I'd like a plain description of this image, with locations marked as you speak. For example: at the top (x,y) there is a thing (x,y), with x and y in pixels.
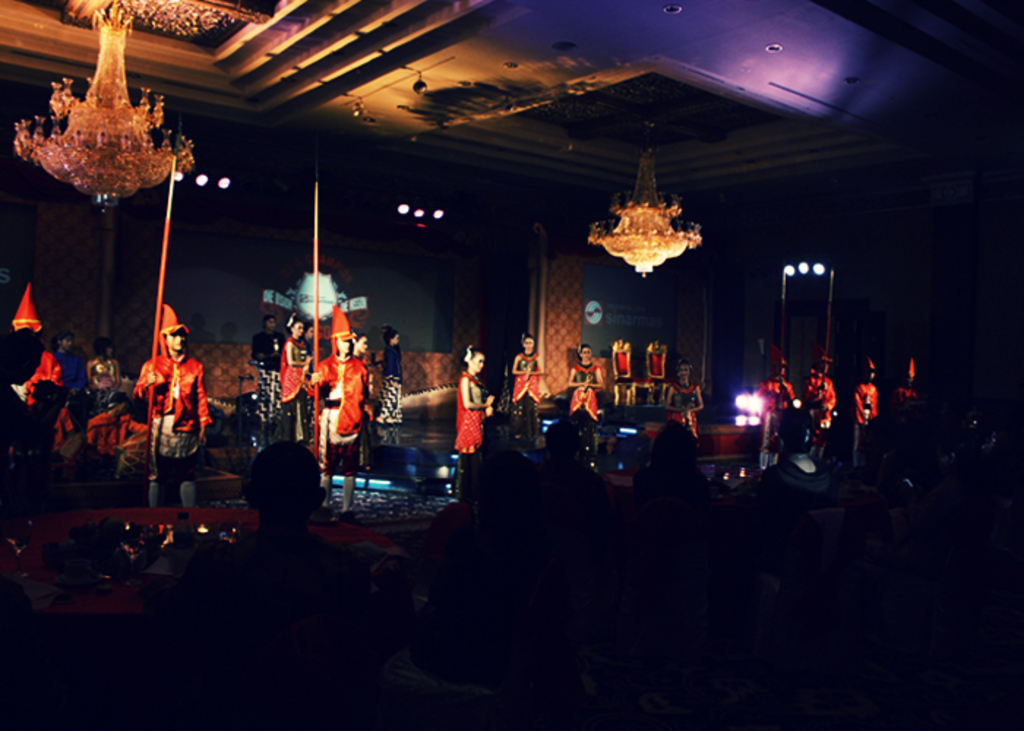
In this image we can see, a show is going on and people (294,602) are sitting and watching. On the roof (382,20) two chandeliers (642,226) are attached.
